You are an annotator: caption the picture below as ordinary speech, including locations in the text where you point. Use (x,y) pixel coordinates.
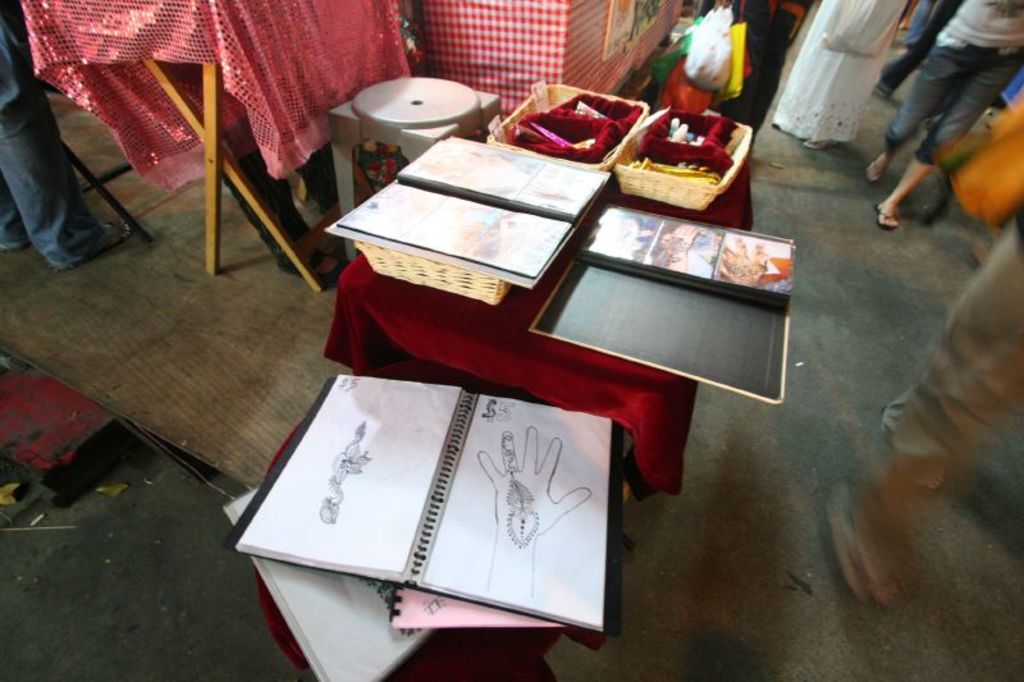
on table (653,212) there are containers (640,189), that are books (472,498), this is table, person (38,187) standing another person (946,73) walking, this are bags (719,64).
